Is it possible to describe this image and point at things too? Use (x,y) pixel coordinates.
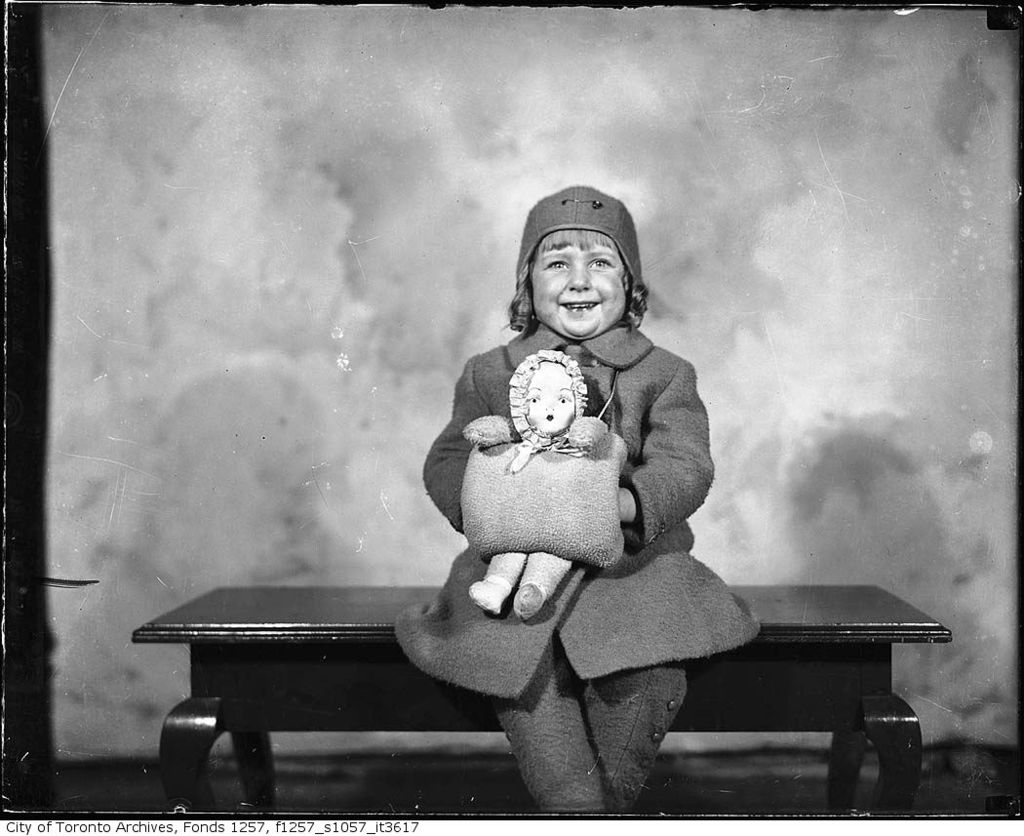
Here in this picture we can see a child (642,589) sitting on a table (352,622) and we can see she is wearing a jacket (463,457) and a cap (553,224) on her and smiling and she is also holding a toy (506,453) in her hand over there.
